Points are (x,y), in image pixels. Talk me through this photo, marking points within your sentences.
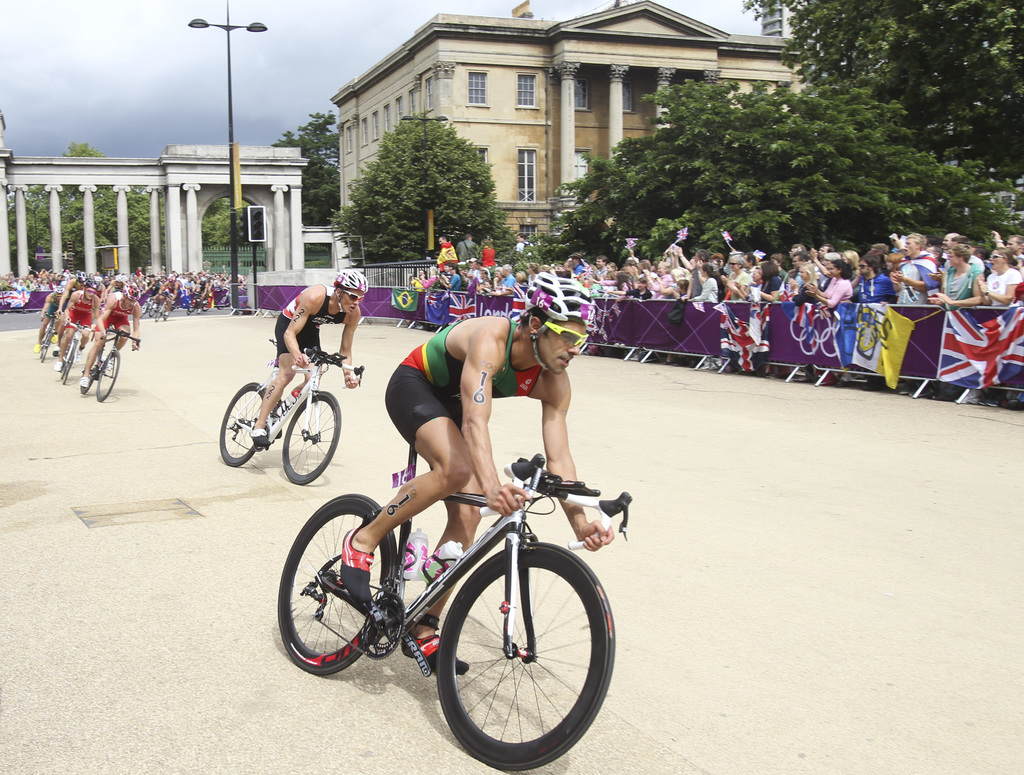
In this image I can see number of people (540,378) where few are sitting on their bicycles (507,733) and rest all are standing. In background (551,217) I can also see a building (353,127), number of windows (535,100), street lights (231,63), a pole (228,78), few trees (365,217), the sky (257,103), few flags (992,357) and here I can see they all are wearing helmets (573,322) and shades (563,336).
